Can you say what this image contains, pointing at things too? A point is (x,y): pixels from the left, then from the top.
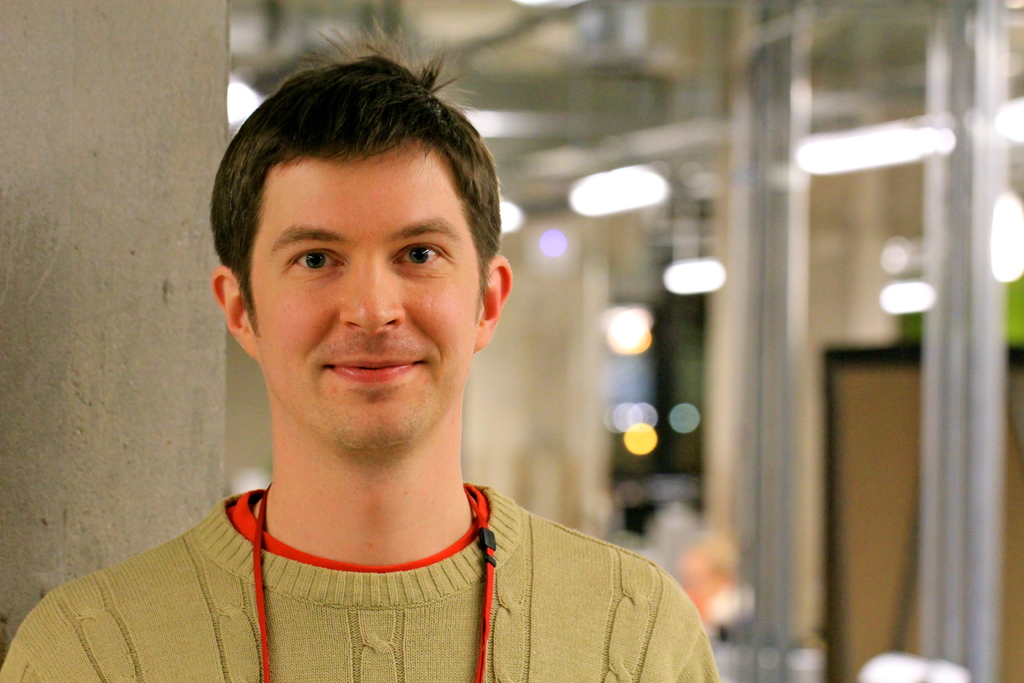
Here in this picture we can see a man (393,379) present over a place and he is smiling and behind him we can see the background (661,353) is in blurry manner.
